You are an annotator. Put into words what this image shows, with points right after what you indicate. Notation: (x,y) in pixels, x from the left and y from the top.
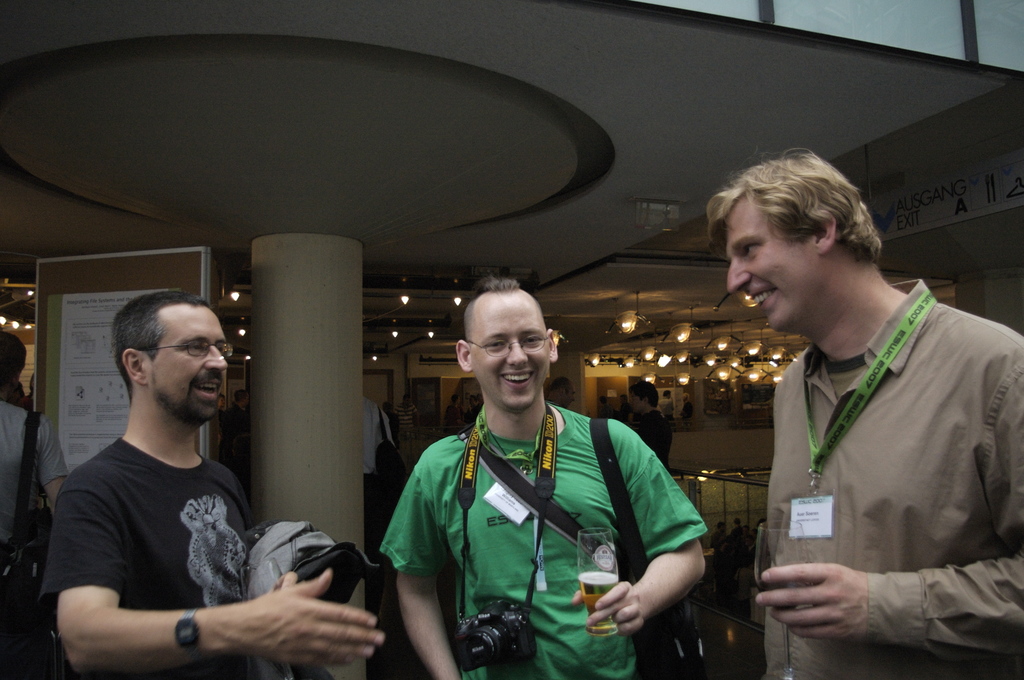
In this picture I can see few people (383,427) are standing and a man (513,404) holding a glass (583,573) in his hand (627,607) and I can see a camera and few lights (658,357) to the ceiling (608,330) and I can see a paper (102,363) on the board (113,430) with some text (81,410).
